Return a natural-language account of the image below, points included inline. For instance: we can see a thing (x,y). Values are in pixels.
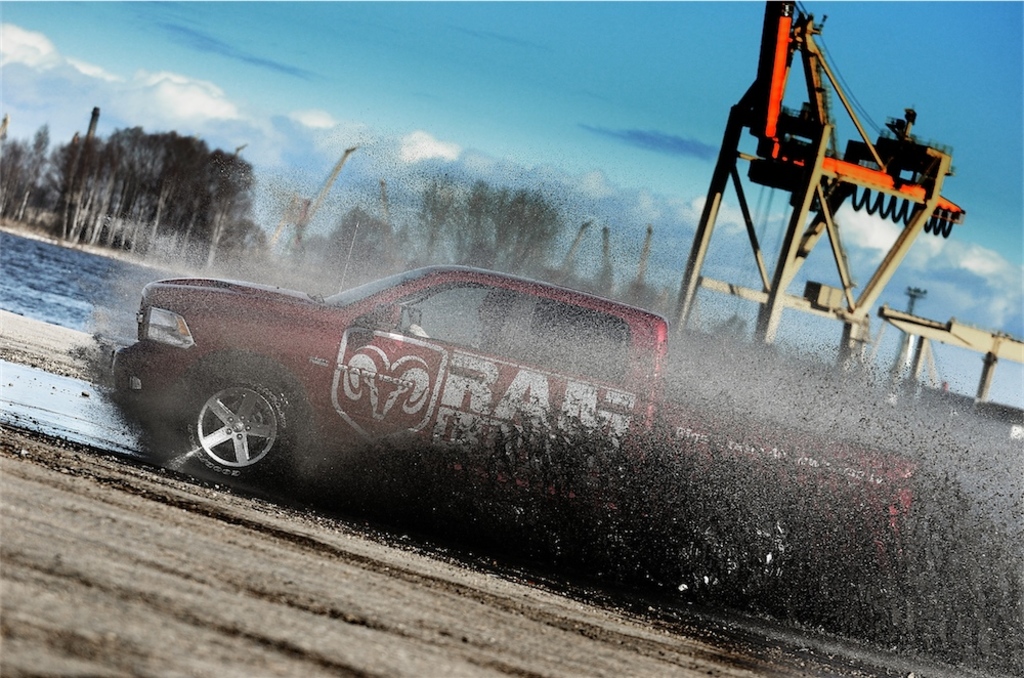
In this image we can see a vehicle (286,421), crane (821,99), trees (134,229) and we can also see the sky (435,149).
